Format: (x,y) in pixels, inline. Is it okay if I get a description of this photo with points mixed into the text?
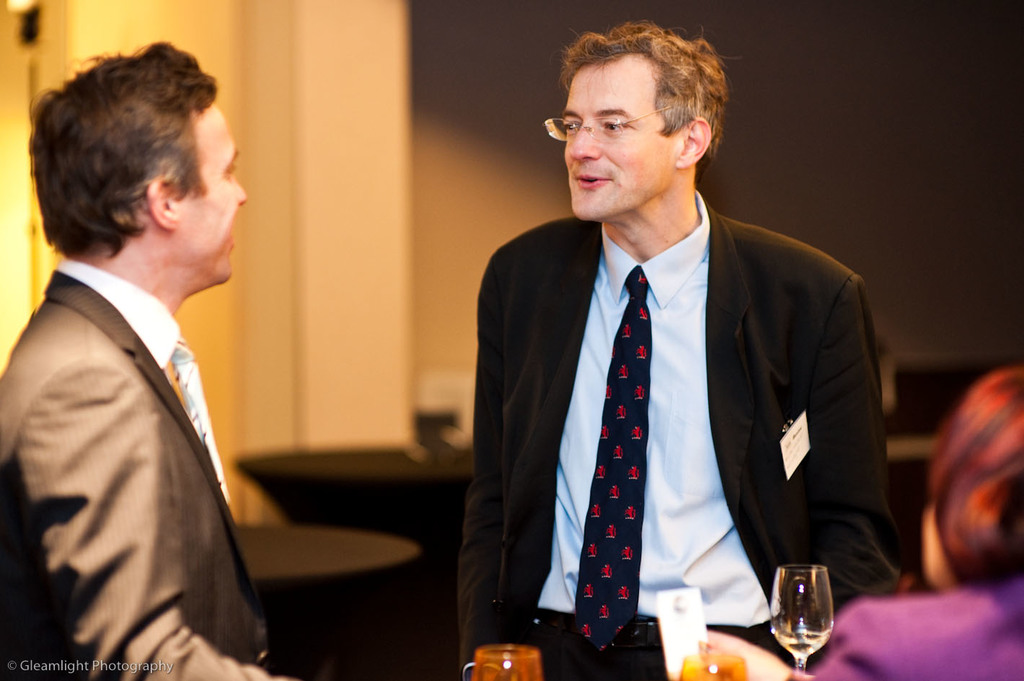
This picture is clicked inside the room (311,16). On the right bottom of the picture (948,611), we see woman (945,618) in purple blazer (936,643) is sitting on chair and in front of her, we see a man (508,338) in blue shirt (582,439) and black blazer (526,497) is standing and talking to the man (105,380) on the opposite side, who is wearing brown blazer (124,416) and white shirt (170,331). Beside them, we see black tables (389,480) and beside these tables (389,479), we see pillar (329,108) and a wall (191,14).
